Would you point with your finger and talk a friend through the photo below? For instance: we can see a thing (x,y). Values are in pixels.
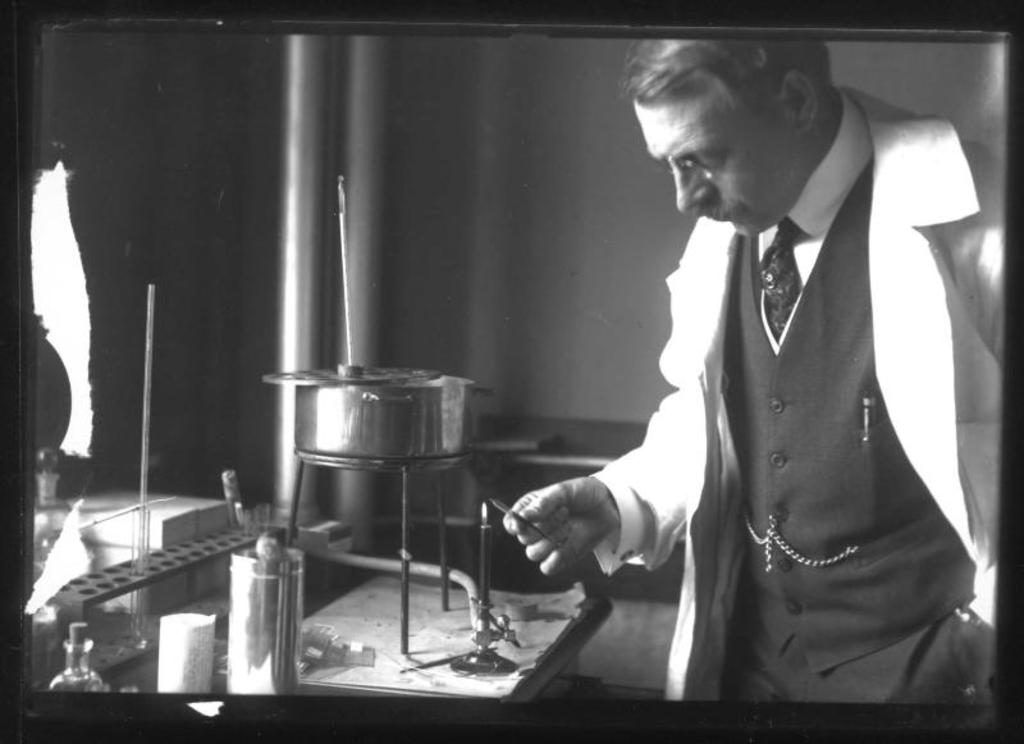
In this image I can see a person (687,412) standing and I can also see few utensils (141,622), stand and some objects (188,625) and the image is in black and white.
